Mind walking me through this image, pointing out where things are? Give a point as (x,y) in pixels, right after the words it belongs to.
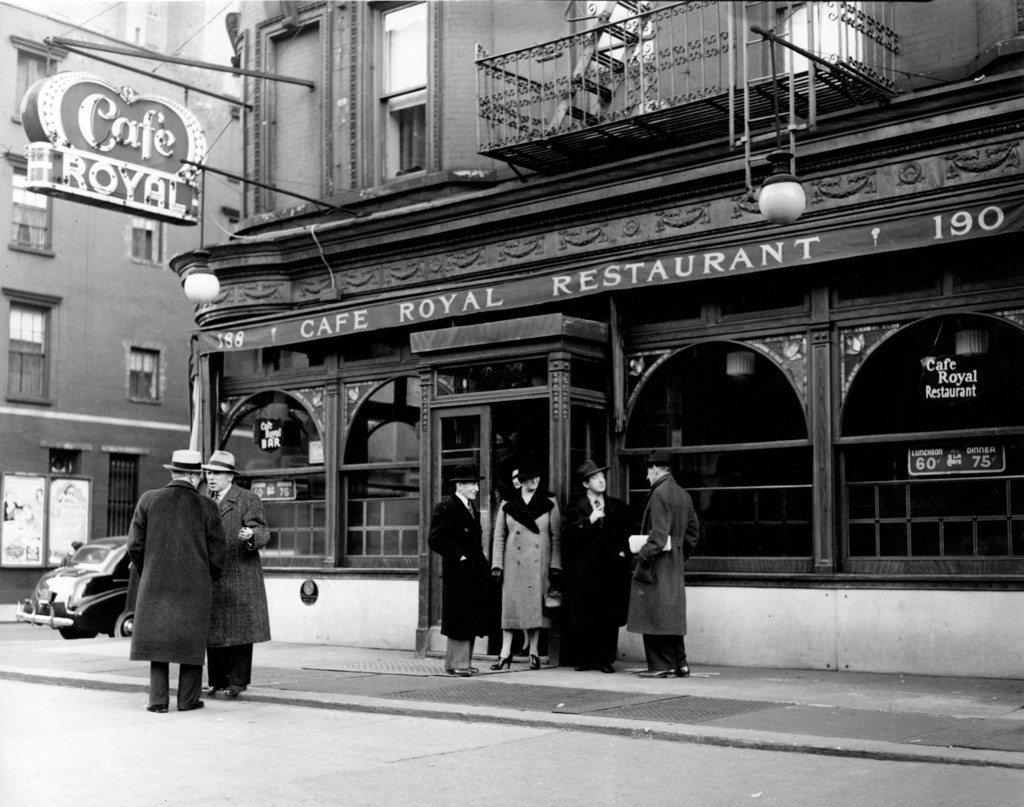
In the picture we can see a black and white photograph of a restaurant building (886,344) and near it we can see four people (510,636) are standing and talking to each other and just beside them we can see a road (254,791) on it we can see two men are standing and talking to each other and they are in hats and beside the building (638,463) we can see a car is parked and beside it we can see another building (61,290) with windows (22,372) to it and a name (184,141) on the restaurant (814,349) as cafe royal.
